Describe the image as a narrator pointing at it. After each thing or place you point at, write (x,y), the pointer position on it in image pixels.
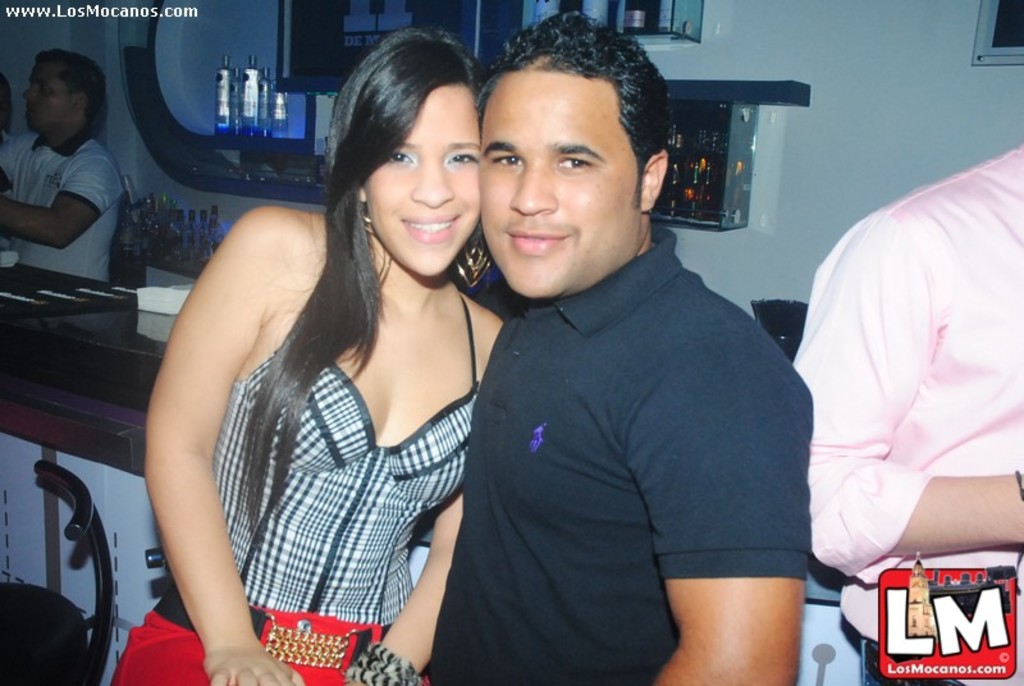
This is the picture of a room (905,92). In this image there are two persons (431,455) standing and smiling. On the right side of the image (848,257) there is a person (962,345) standing. On the left side of the image (41,621) there is a person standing and there is a chair (68,610). At the back (124,202) there are bottles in the cupboard (183,35) and there are tissues (179,298) on the table (124,408). At the bottom right (908,624) there is a logo (885,608). At the top left (20,6) there is a text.
